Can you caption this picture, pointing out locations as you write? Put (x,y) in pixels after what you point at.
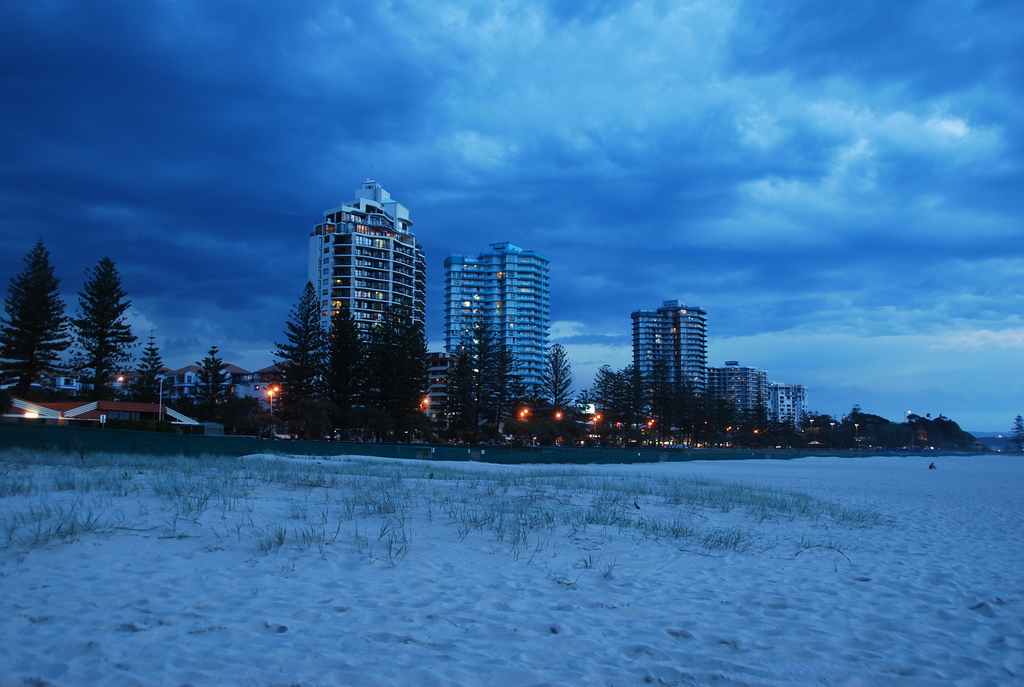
In this picture we can see sand (455,623) at the bottom (427,631), in the background (643,409) there are some buildings (758,391), trees (716,404), lights (652,423) and poles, there is the sky (664,200) and clouds (650,162) at the top of the picture (621,153), we can see some grass (498,499) at the bottom (602,476).
